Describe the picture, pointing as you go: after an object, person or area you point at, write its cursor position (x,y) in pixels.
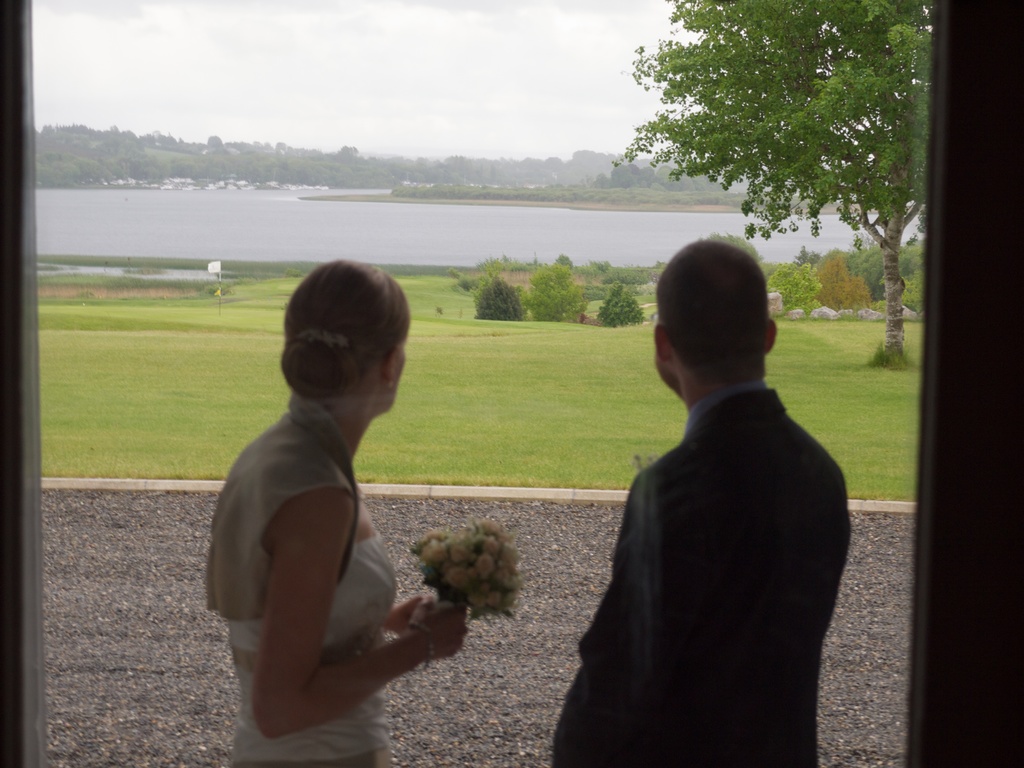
Here I can see a woman (315,701) and a man (670,755) standing and looking at the back side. The woman (352,541) is holding some flowers (468,596) in the hands (448,604). In the background (416,350), I can see the grass (141,357), plants (564,274), trees (800,117) and sea (281,222). At the top of the image (367,45) I can see the sky (300,54). On the right (950,428) and left side of the image (12,298) I can see the wooden planks (955,363), it seems to be a window glass (596,361).
